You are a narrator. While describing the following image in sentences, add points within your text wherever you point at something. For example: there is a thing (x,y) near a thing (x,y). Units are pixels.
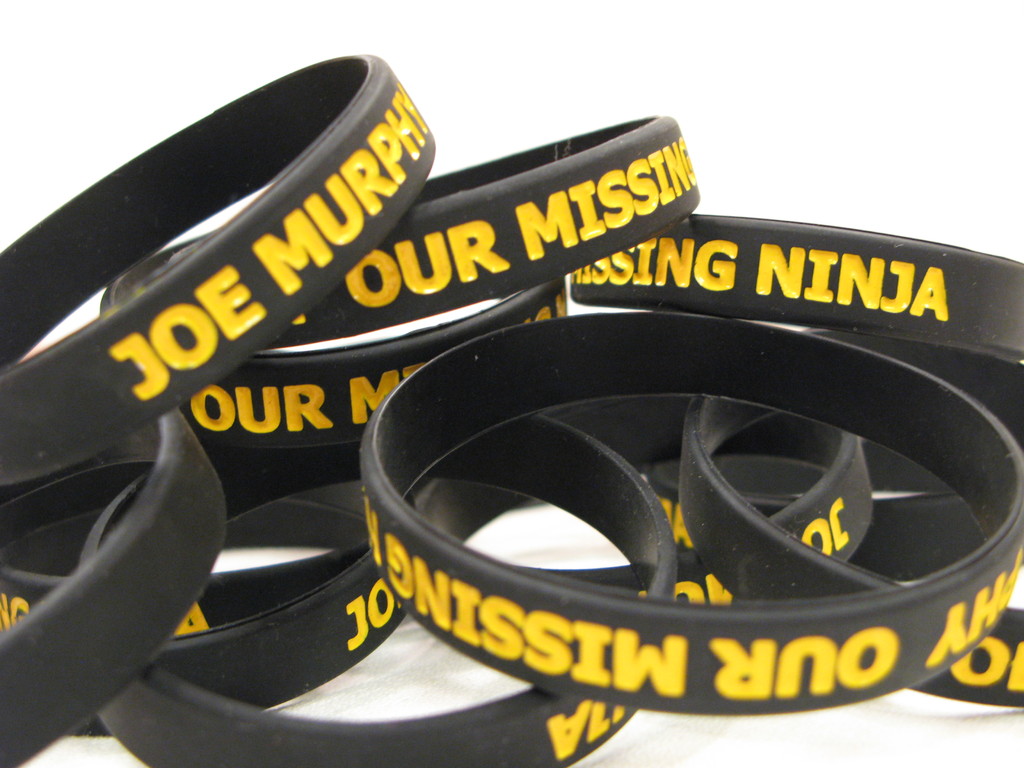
In this picture we can see bands (347,506) with yellow color text (490,241). In the background of the image (811,147) it is white.
